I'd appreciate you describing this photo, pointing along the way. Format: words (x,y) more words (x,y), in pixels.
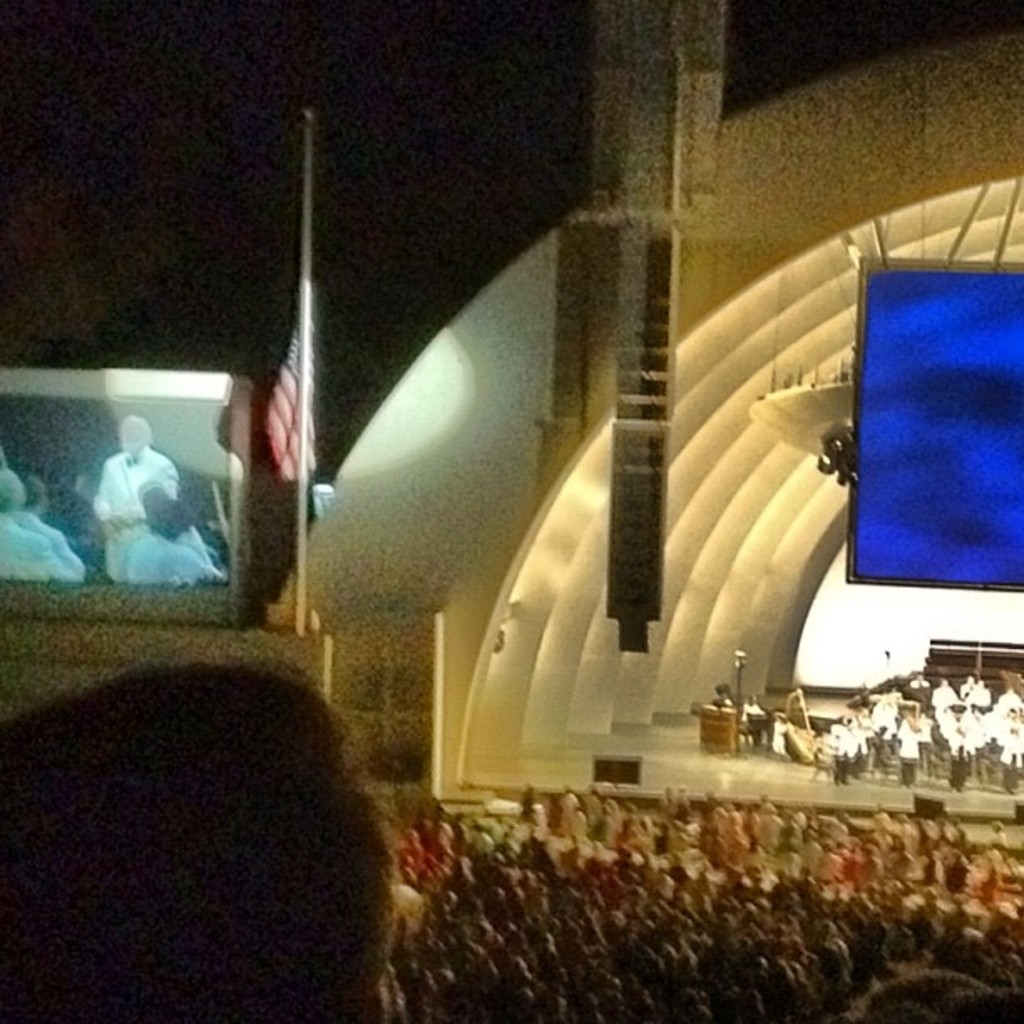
people (983,692) standing on the stage (932,787) and there are spectators (813,868) sitting on the chairs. Beside there is a projector screen (68,563) and there is a flag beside it.
